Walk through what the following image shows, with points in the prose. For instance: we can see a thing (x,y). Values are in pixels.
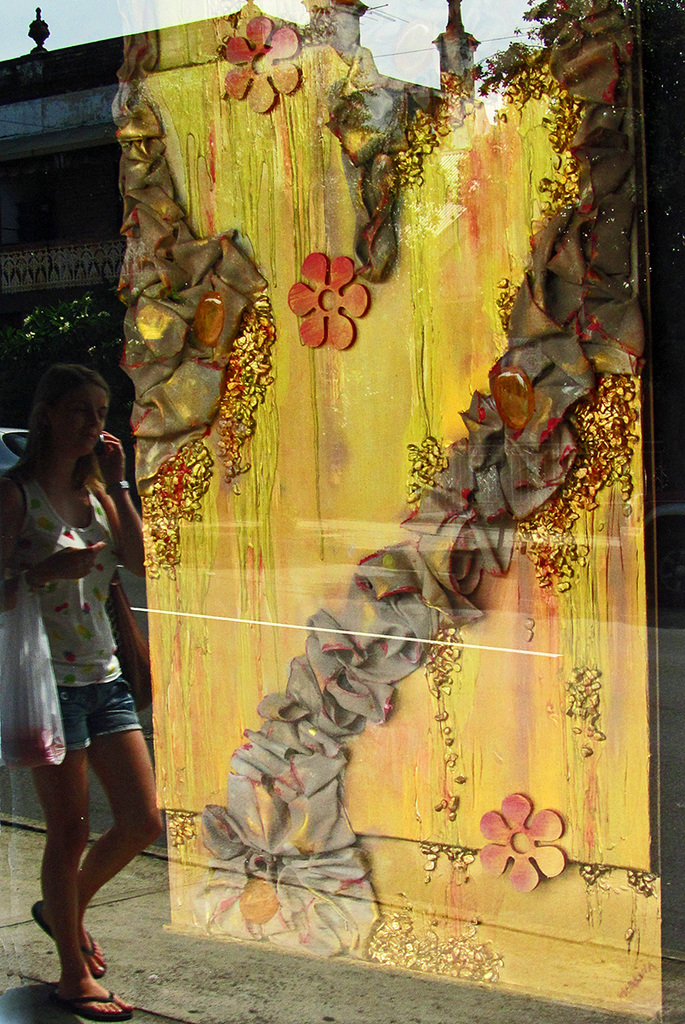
This image consists of a woman (71,582) walking. She is holding a plastic bag (35,698). To the right (531,622), there is a wall (441,884) along with flowers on it. At the bottom (223,968), there is a road (279,978).
